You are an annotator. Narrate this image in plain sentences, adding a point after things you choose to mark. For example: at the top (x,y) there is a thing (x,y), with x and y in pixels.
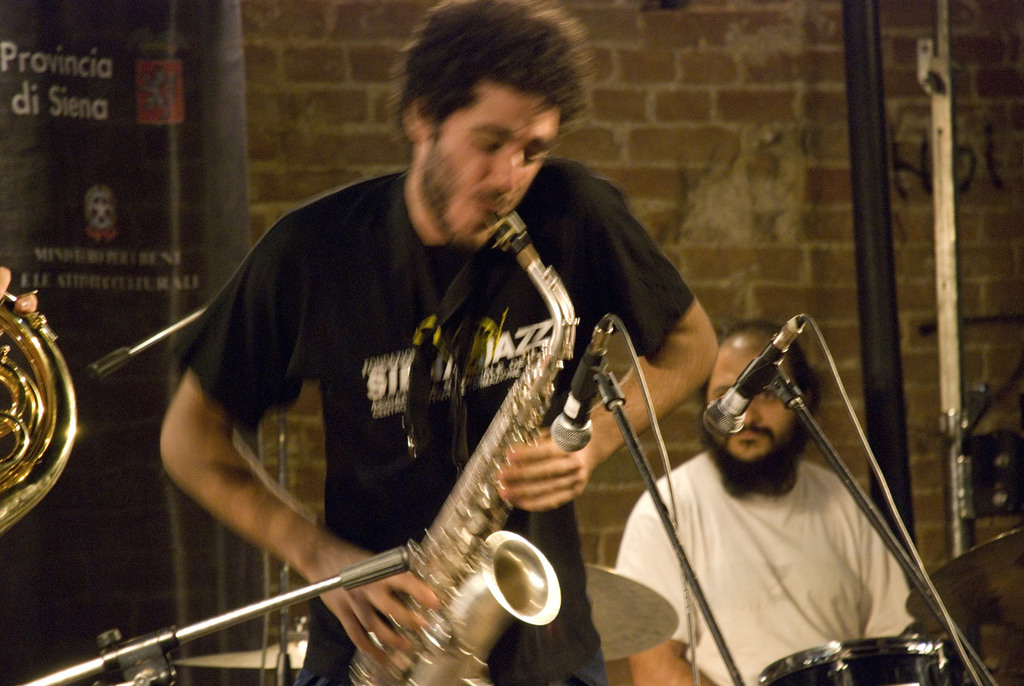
In the bottom right corner of the image (940,603) there are two microphones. Behind the microphones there are some drums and a person (728,520) is sitting and watching. In the middle of the image (613,232) a man (370,437) is standing and playing a musical instrument (475,468). Behind them there is a wall (268,27), on the wall (788,277) there is a banner (157,126).
